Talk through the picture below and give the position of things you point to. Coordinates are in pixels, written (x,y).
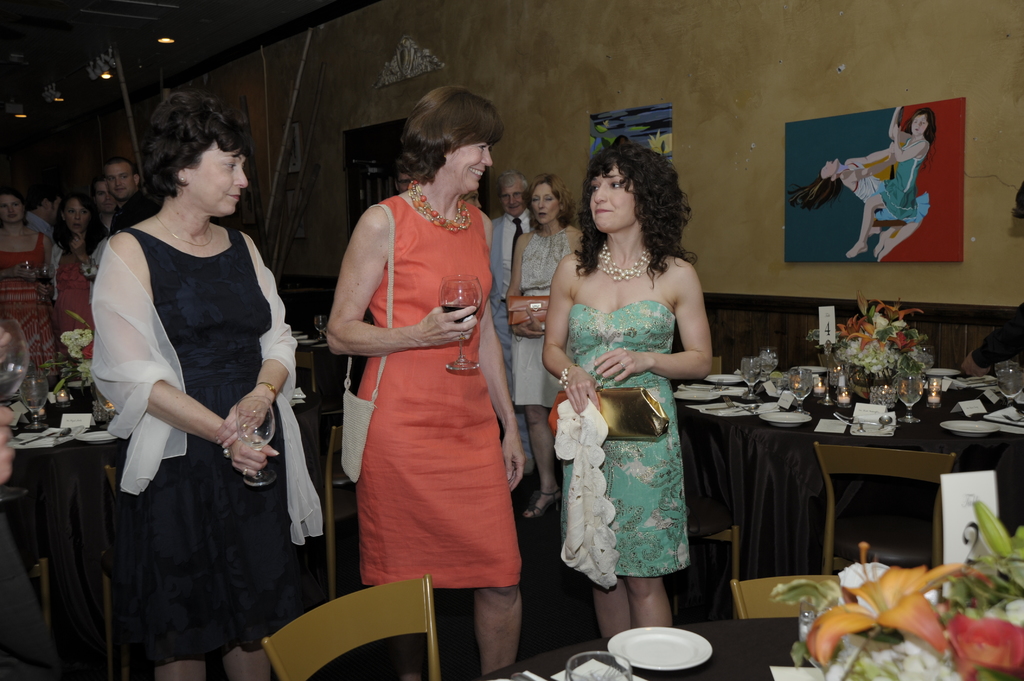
There are people (499,227) standing, these two women (390,355) are holding glasses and this woman (670,425) holding wallet (652,436) and cloth (584,415). We can see plates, glasses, flowers (985,655) and objects (20,439) on tables (26,451). We can see frames (846,146) on the wall (484,56). At the top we can see lights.
